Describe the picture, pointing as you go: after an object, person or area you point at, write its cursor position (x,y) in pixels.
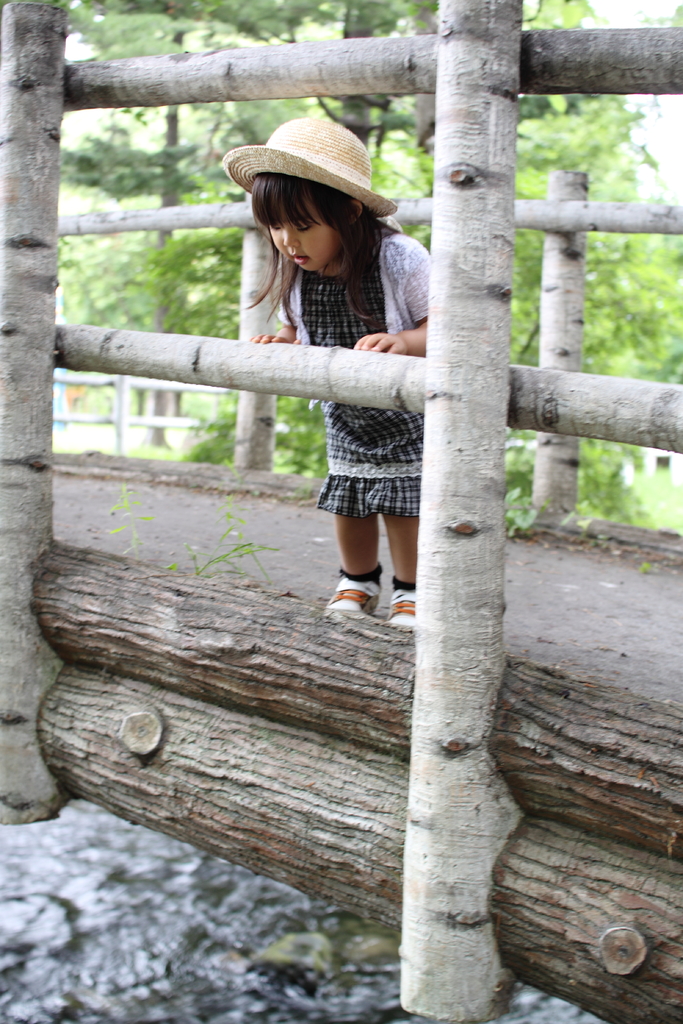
In the image there is a bridge (430,567) with wooden poles (433,623). On the bridge (522,812) there is a girl (330,284) with a hat (337,168) on her head (340,263) and she is standing. Below the bridge (446,494) there is water (209,909). Behind the bridge (624,81) there are trees (372,34).
